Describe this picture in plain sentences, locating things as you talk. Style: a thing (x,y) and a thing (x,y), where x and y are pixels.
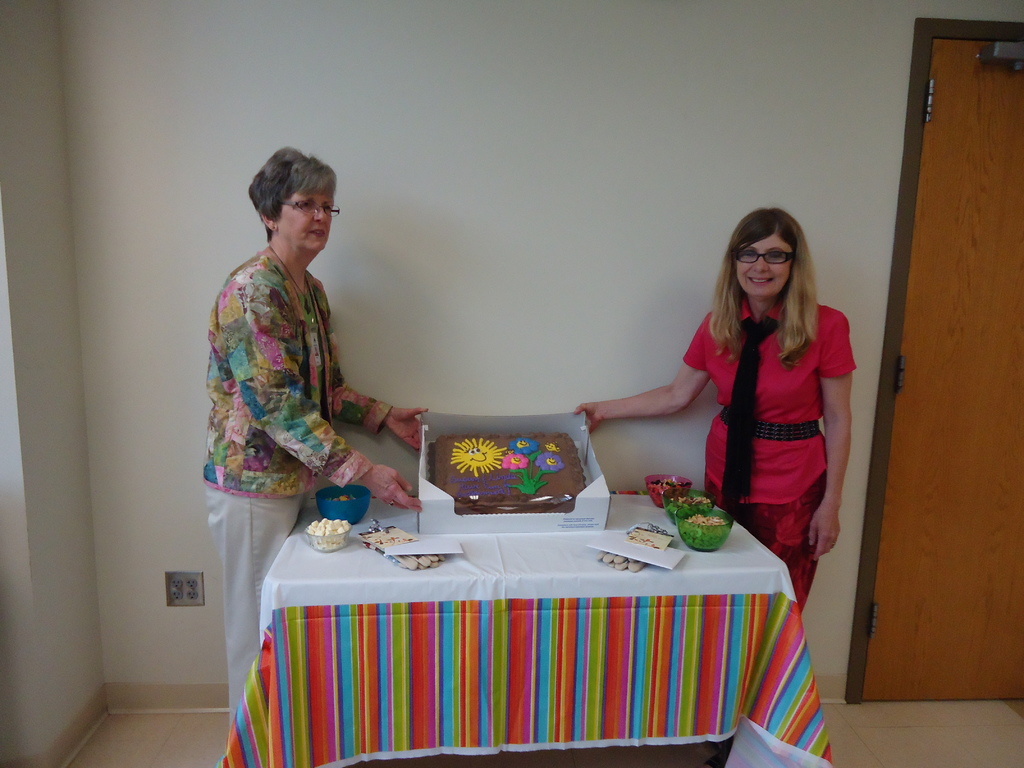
In this image I can see a table (538,588) and on the table (518,576) I can see gloves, few bowls (324,517) with food items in them and a cake (518,487). I can see two persons (279,466) standing on both sides of the cake (498,446) holding the cake box (498,446). I can see the wall (238,252) and brown colored door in the background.
